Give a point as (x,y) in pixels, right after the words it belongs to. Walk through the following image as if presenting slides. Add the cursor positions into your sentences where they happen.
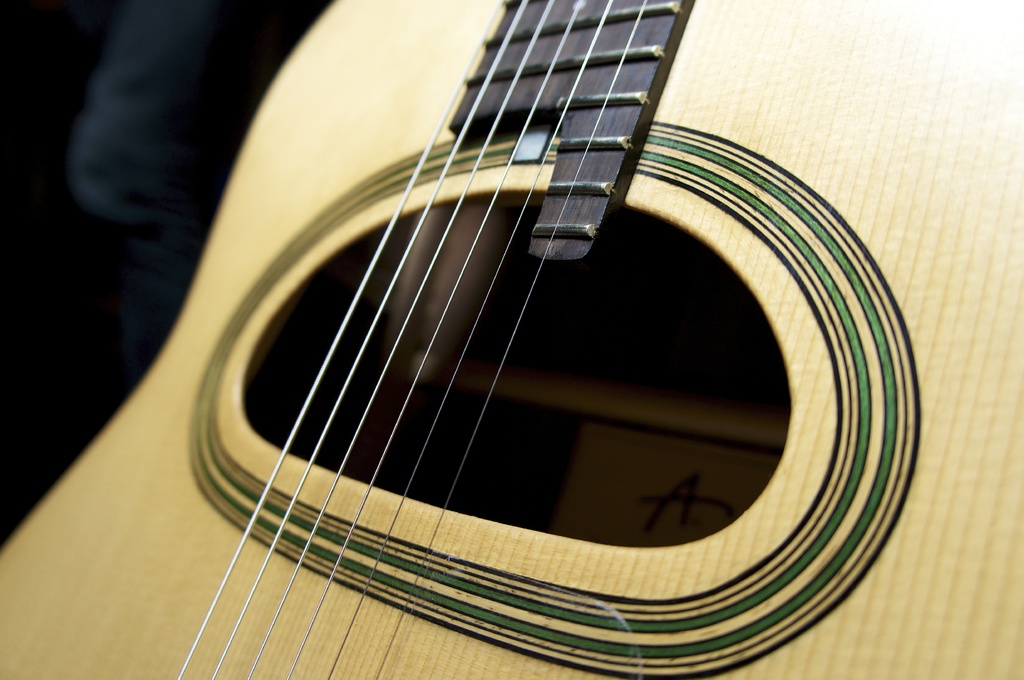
There is a guitar (285,239) with strings (453,291).
